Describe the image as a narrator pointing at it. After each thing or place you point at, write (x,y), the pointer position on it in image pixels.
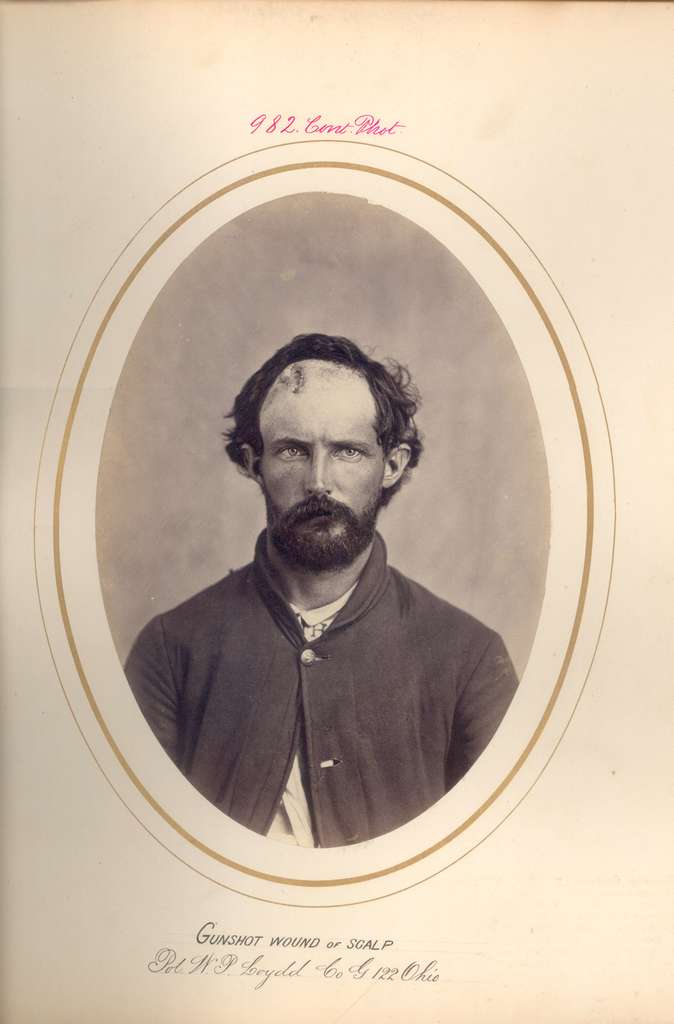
In this image I can see a white color paper (422,147), on the paper (568,548) I can see a image (269,501) of person (463,618) and text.
